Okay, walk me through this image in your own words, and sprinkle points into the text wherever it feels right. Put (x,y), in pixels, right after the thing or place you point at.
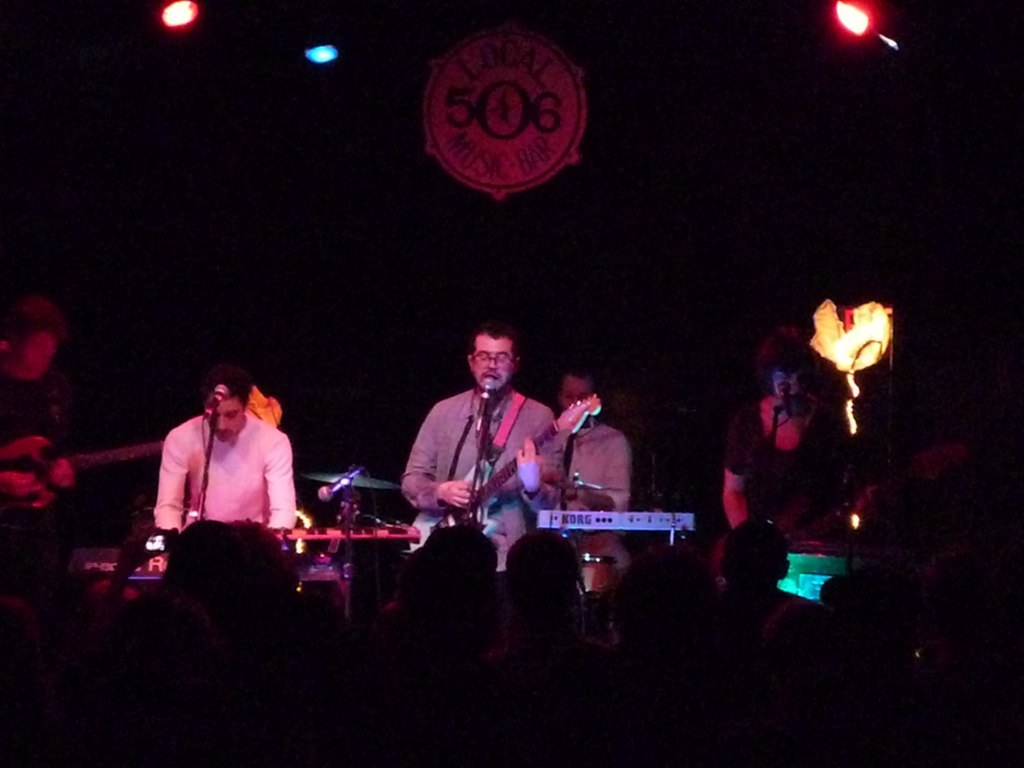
The picture is taken on the stage (614,601) where there are people (228,430), on the right corner of the picture (785,509) a person (760,499) is standing and wearing t-shirt (781,490) and in the middle of the picture (501,500) the person (499,367) is playing a guitar (493,481) and singing in the microphone (487,404) and at the left corner of the picture (19,359) the person (0,480) standing, beside him the person (234,489) is wearing a white shirt (236,449) and in front of them there is crowd (421,661) and behind the center person (525,459) there is a man (574,380) sitting and playing the drums (581,558) and behind them there is a big black curtain (691,117) with text (452,105) written on it.
